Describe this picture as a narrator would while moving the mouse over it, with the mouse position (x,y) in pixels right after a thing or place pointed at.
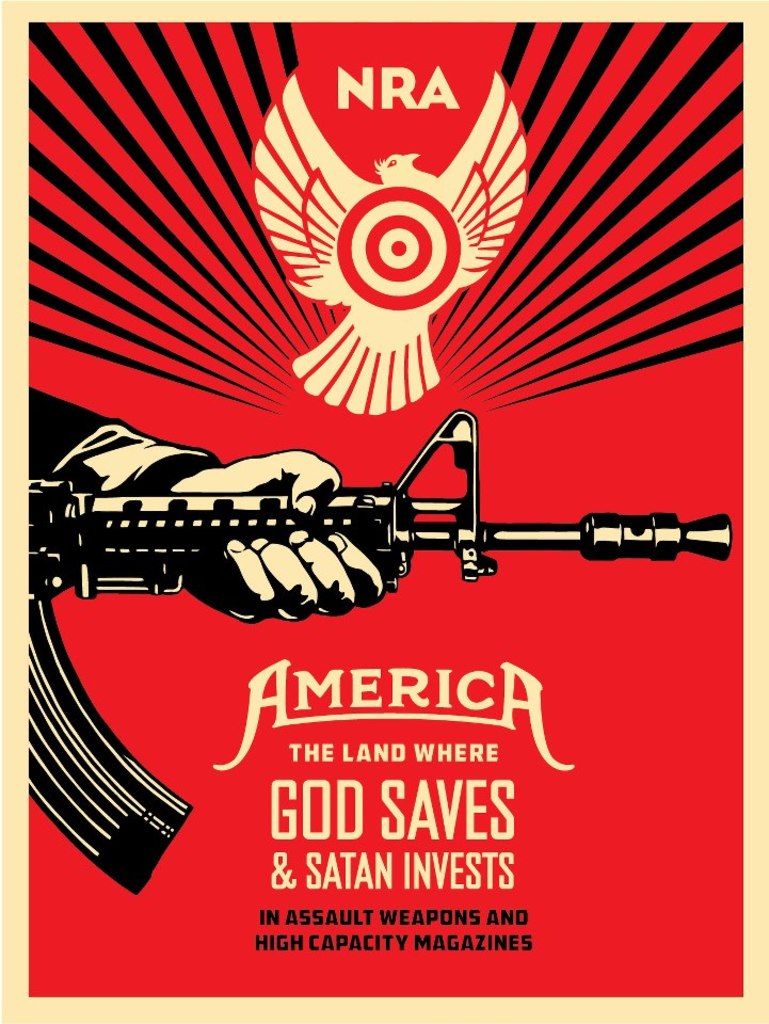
In this image I can see the poster (271,433). In the poster (260,513) I can see the person (125,486) holding the weapon (372,530). And there is something is written on it. I can also see the poster (333,680) is in red, black and cream color.
